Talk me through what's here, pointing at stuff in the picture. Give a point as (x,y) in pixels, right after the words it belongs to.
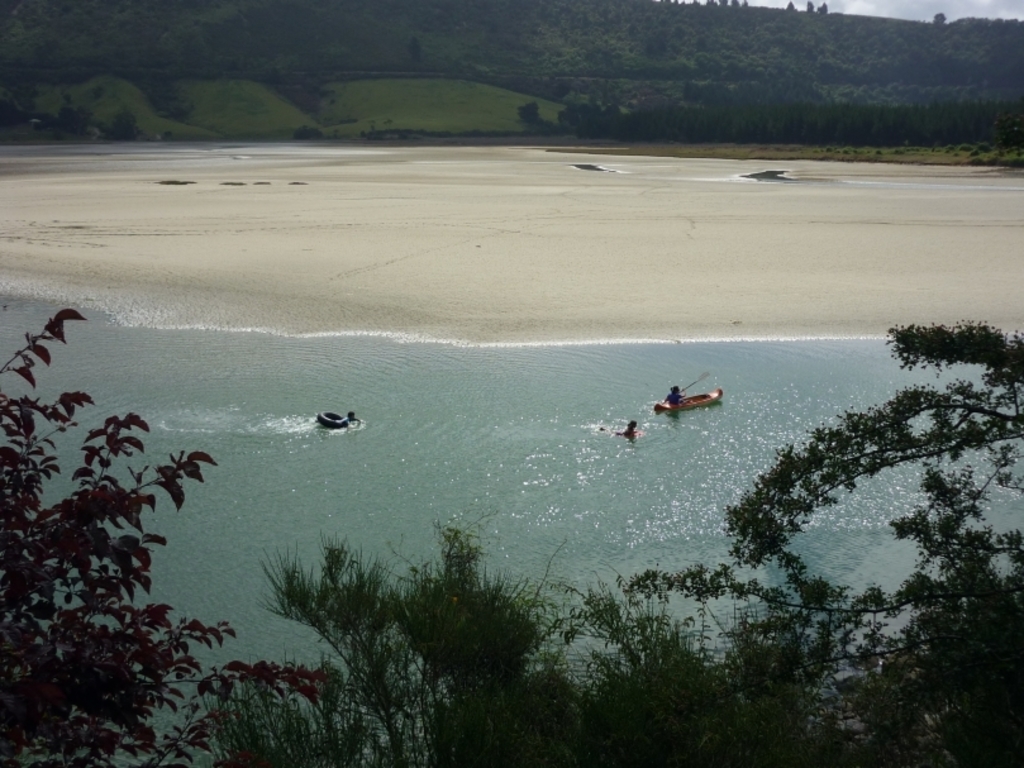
In this image I can see a boat (702,404) and few people (674,390). I can see a water (571,592), trees (801,655) and mountains (762,101).
